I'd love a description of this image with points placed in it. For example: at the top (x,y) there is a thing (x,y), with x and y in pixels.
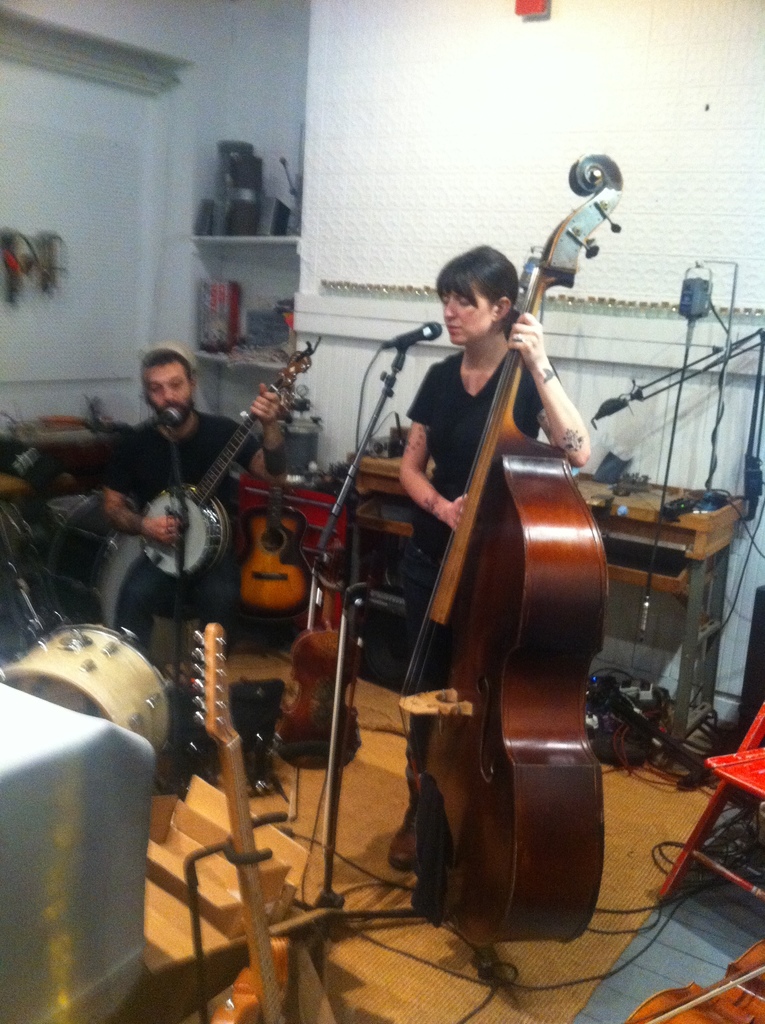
There is a woman (492,305) standing, singing and playing a double bass (509,712). There is a mic (399,348) and stand (339,917) in front of this woman (423,386). Beside her, there is a man (196,447) sitting and playing banjo (220,537). In the background (269,374), there is a wall (267,160) and some objects (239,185) on the desk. On the right hand side (746,750), there is a chair (746,767). On the left hand side (203,864), there is a drum (99,670), guitar (245,902) and some object (36,780).
